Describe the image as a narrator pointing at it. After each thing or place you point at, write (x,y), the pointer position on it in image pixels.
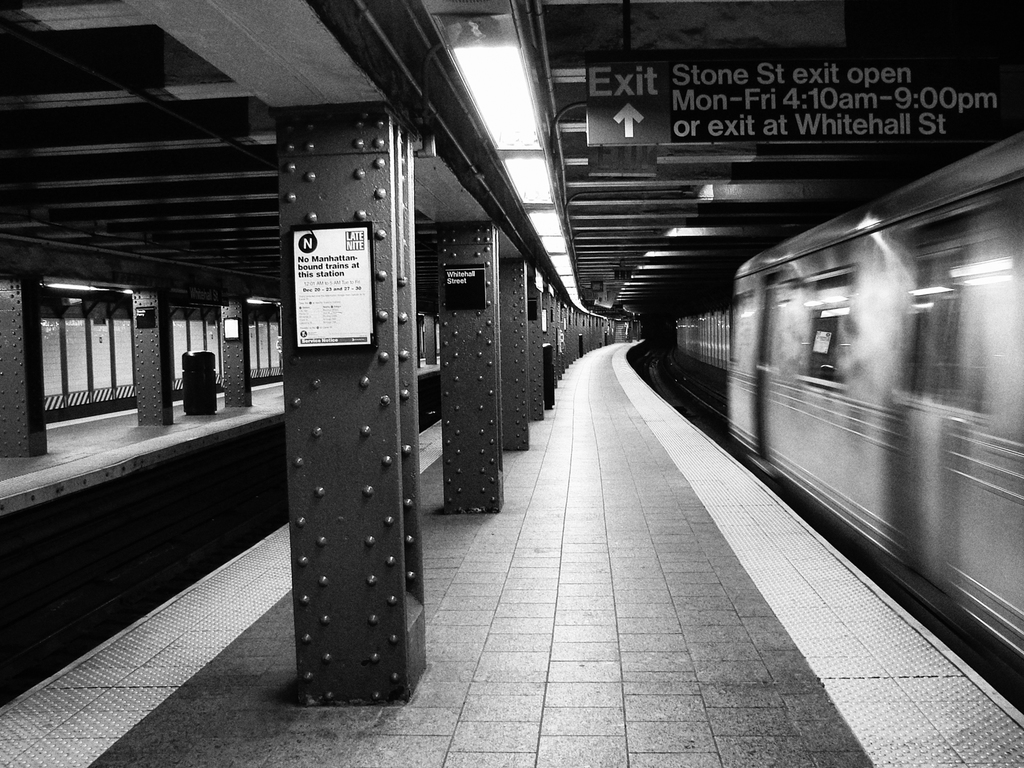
In this black and white image, we can see pillars (347,392) on platforms (608,577). There is a train (883,408) on the right side of the image (946,442). There is a board (775,92) in the top right of the image (713,79). There are some lights (512,146) at the top of the image (504,87).
